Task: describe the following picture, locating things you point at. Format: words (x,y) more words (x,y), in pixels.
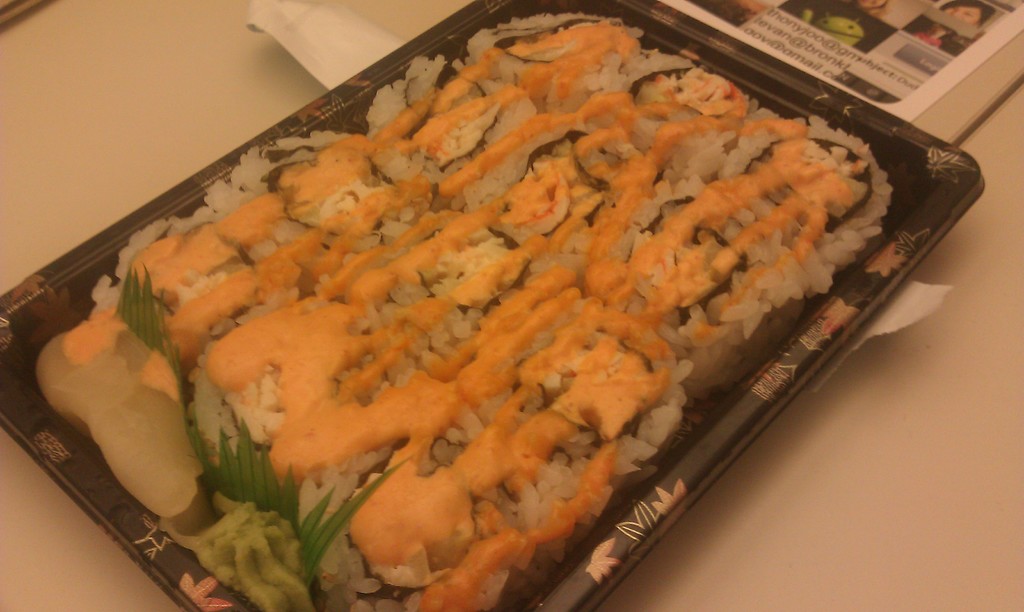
In this image we can see a food item (381,297) is kept in a black color tray (595,521). Top of the image (902,71) paper (885,56) with some images (889,19) is present.
